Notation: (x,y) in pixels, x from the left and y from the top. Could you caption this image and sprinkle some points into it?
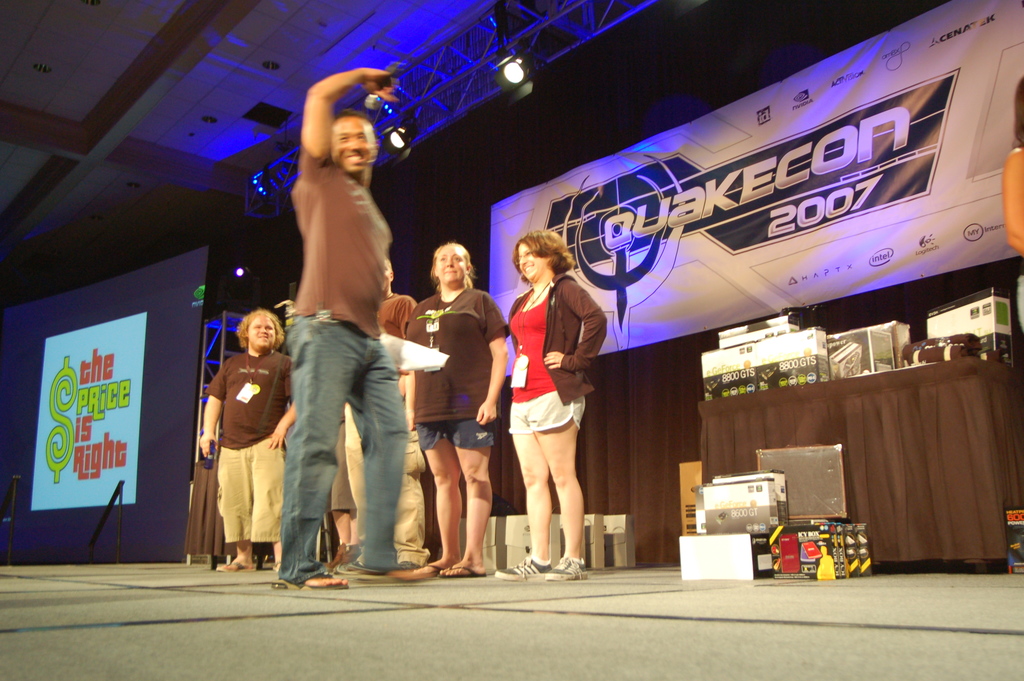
Here people (429,380) are standing, this is screen (127,430), there are some objects (852,358), this is light (518,76), this is paper (443,354).
